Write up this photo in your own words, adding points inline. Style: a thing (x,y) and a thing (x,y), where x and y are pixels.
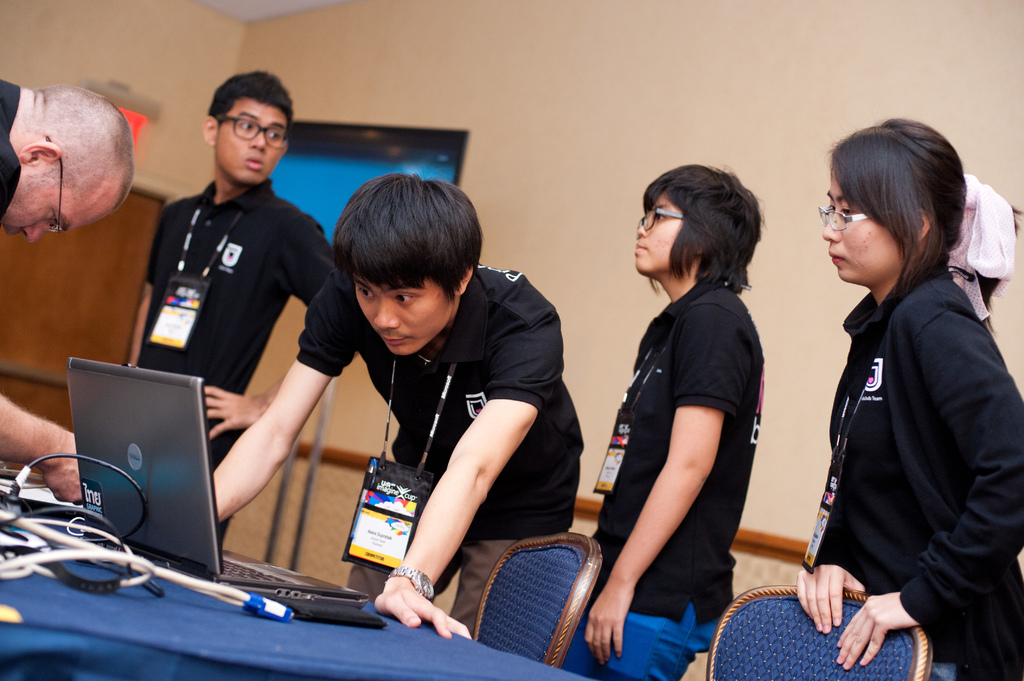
In this picture, we see five people (411,340) are standing. All of them are wearing the ID cards (612,459). In front of them, we see the chairs (544,575) and a table (228,624) which is covered with a blue color sheet (214,615). On the table (470,659), we see the cables (255,607), laptops (330,601) and a black color object (373,617). Behind them, we see a wall (541,212) on which a television (323,218) is placed. On the left side (83,250), we see a brown door (55,280). This picture is clicked inside the room (655,127).
